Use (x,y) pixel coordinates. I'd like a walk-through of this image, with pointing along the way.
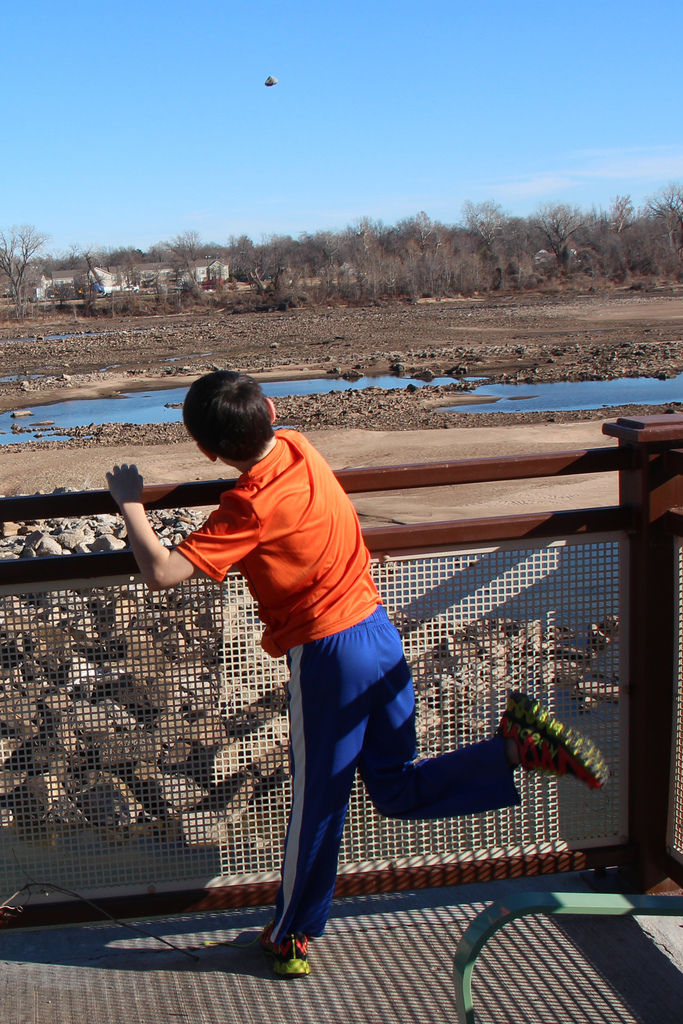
In this picture I can see a boy (378,653) standing near the railing (408,645), in the middle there is water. I can see few trees (368,283) in the background (457,218), at the top (318,139) there is the sky (319,143).
